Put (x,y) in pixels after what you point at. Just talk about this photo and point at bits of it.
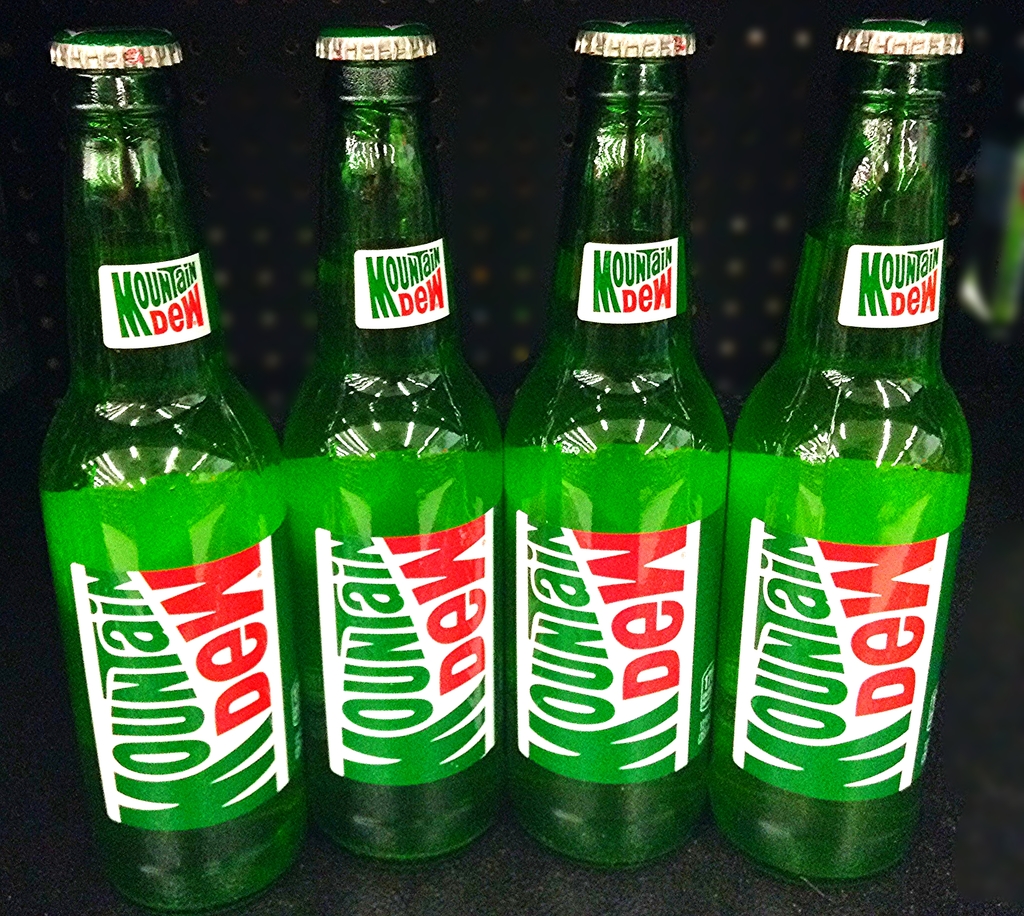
In this picture, we see one two three four, four glass bottles (537,533) which are placed on the table (464,882). On this bottle (139,698), it is written as Mountain Dew. The cap (66,58) is fitted on the mouth (379,80) of the bottle (356,68).
